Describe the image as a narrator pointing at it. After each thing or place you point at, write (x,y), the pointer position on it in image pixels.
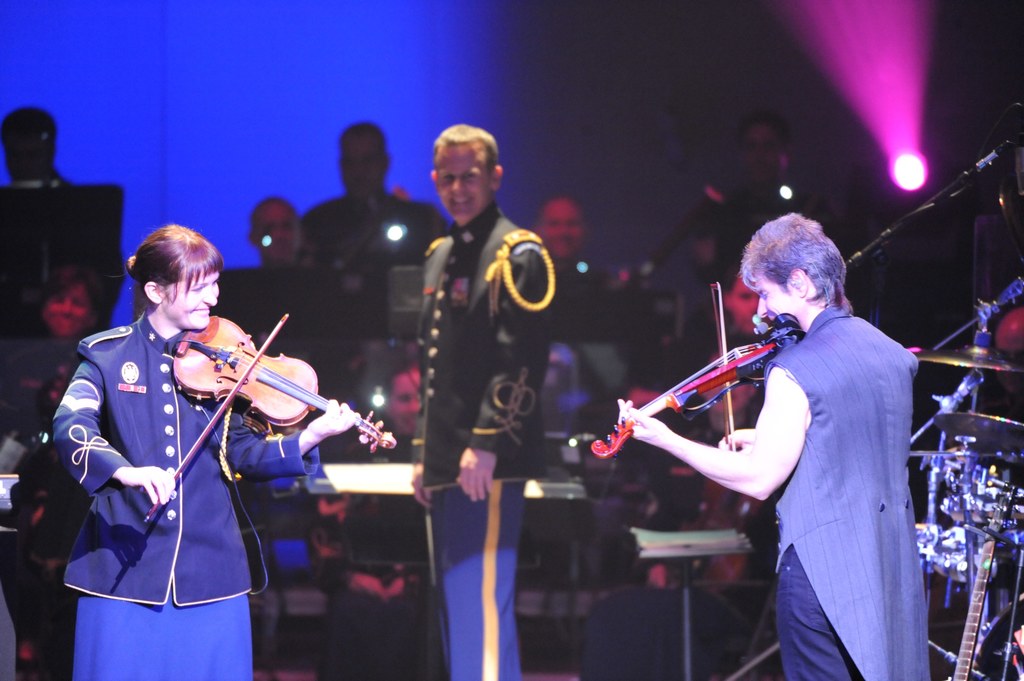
In the foreground of this picture (596,453) we can see the two persons (175,415) standing, smiling and playing violin (392,448). In the center (450,251) we can see a person (459,237) wearing uniform (472,289), smiling and standing. In the background (358,242) we can see the group of people (422,226) seems to be playing the musical instruments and we can see the focusing lights (884,133), musical instruments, microphone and some other objects (364,474).
